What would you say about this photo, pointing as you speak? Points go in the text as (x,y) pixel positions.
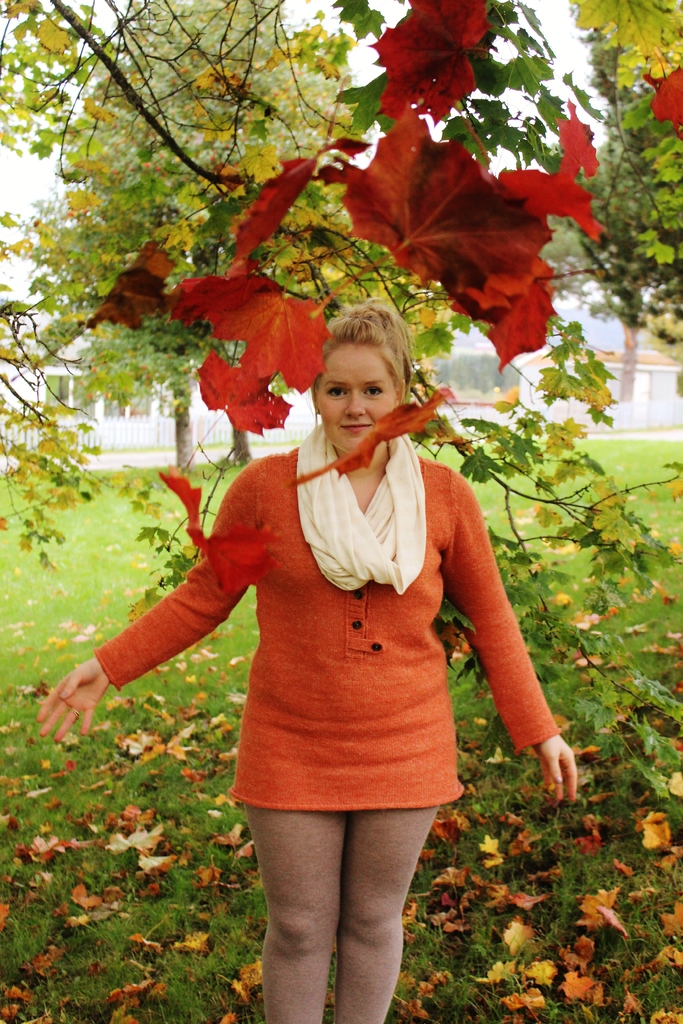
In this image there is a lady (330,836) standing under the tree (340,268) on a grass (45,969), behind her there is a building (1,390).
